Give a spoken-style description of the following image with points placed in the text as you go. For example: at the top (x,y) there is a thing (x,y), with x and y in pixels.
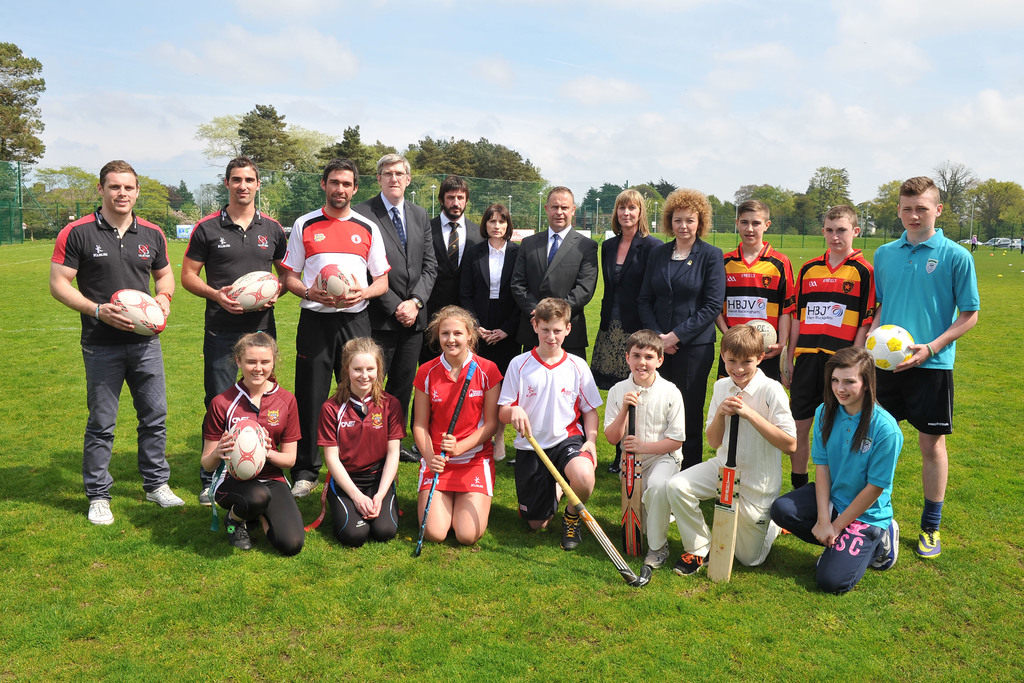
In this image we can see three men (587,257) and three women (499,231) with the players (874,395). We can also see the players (94,247) holding the bats (625,515) and also balls (890,332) and smiling. In the background (78,174) we can see the trees (372,152), fence (19,177), light poles (970,220) and also the sky (769,169) with the clouds (297,122) and at the bottom (408,607) we can see the grass (505,596).
